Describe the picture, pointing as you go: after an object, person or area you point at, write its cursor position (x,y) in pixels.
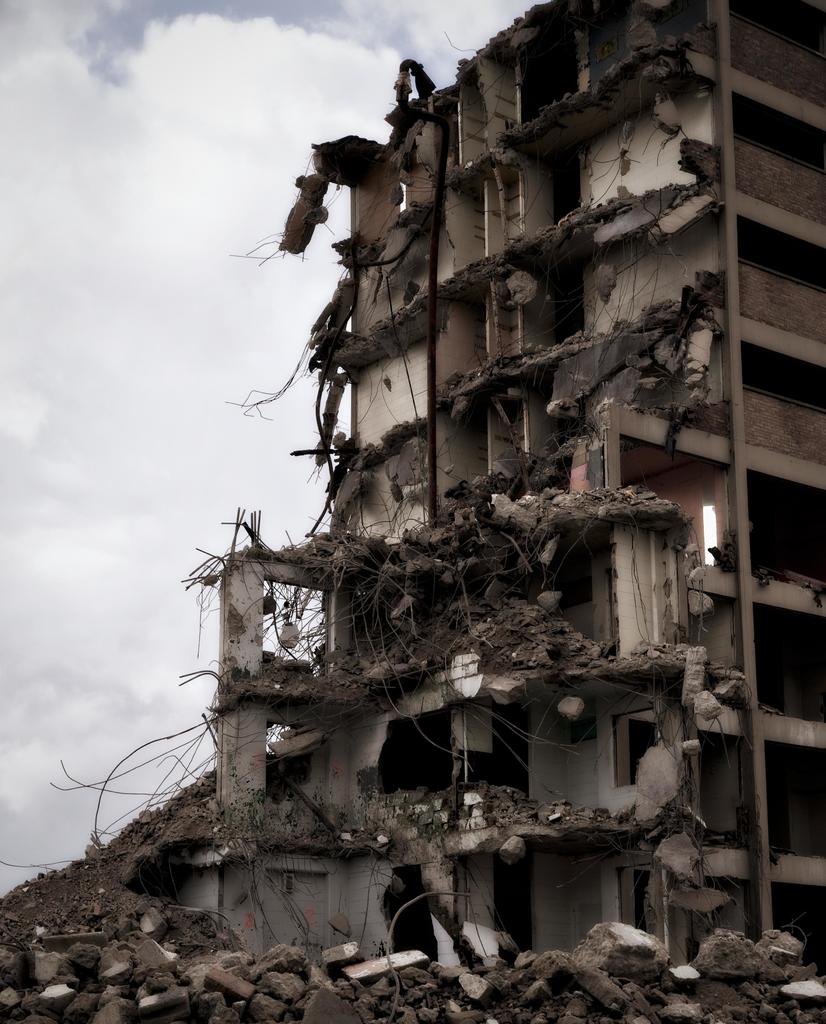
In this picture we can see a collapsed building (457,864). In the background of the image (209,338) we can see the clouds (149,519) are present in the sky (141,513).
